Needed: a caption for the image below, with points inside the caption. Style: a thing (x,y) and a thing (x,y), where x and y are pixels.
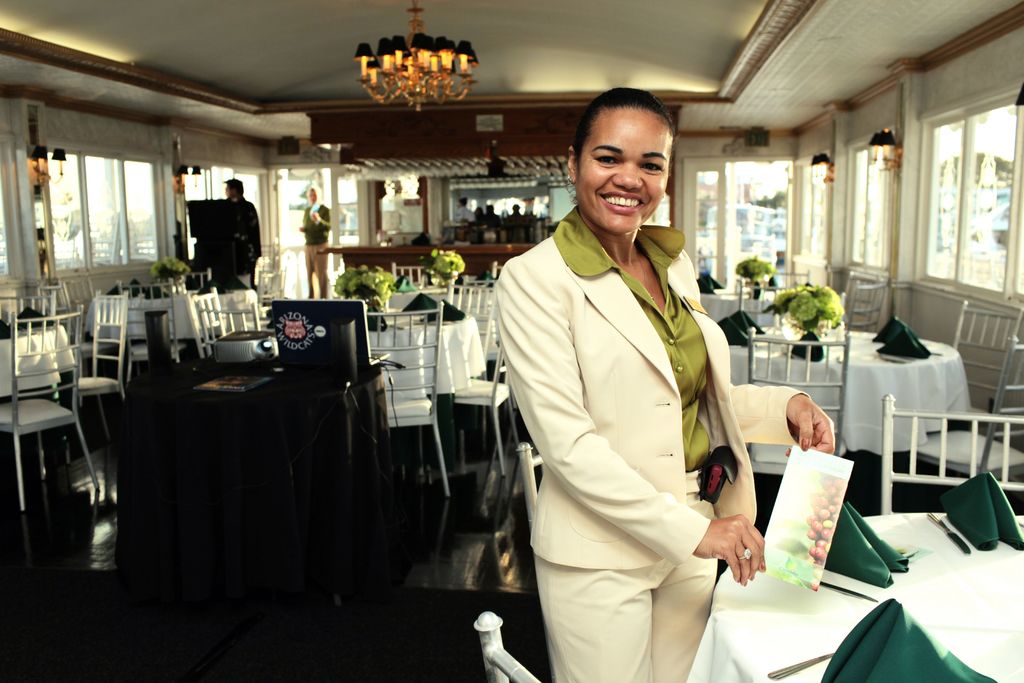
In this image I can see inside view of a room (339,187) and in the room (292,187) I can see tables (282,426) and chairs (453,296) kept on the floor (56,552), on the table (878,382) I can see flower pots (804,292) and a white color cloth (863,344) kept on the table (887,532), at the bottom (642,504) I can see a woman (592,310) wearing a white color suit (578,347) and she is smiling and she is holding a paper (813,465), standing in front of the table (951,641), on the roof (316,79) I can see chandelier (393,87) and on the left side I can see a person (250,243) standing on the floor (48,567) and I can see window (127,205).
